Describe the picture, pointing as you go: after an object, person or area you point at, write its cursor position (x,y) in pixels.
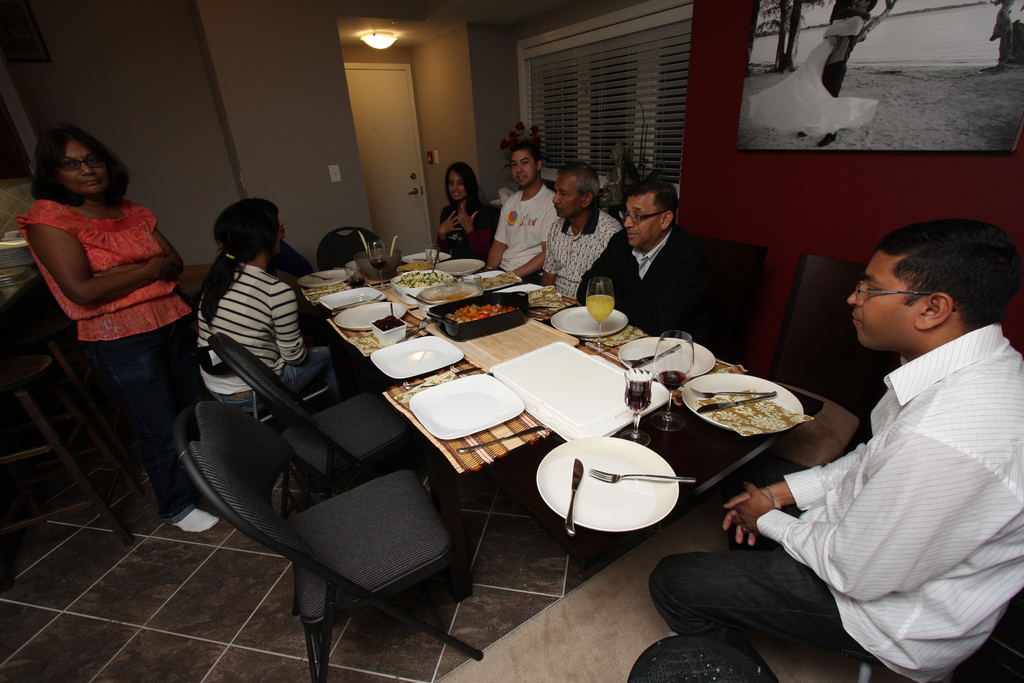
This image is taken inside a room (428,111). There are few people (274,284) in this room (411,241) sitting on the chairs (271,384). There are three women (261,289) and four men (602,253) In this image. In the left side of the image (141,225) a woman (100,285) is standing on the floor (131,504). In the right side of the image (926,497) a man (875,534) is sitting on the chair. In the middle of this image (495,358) there is a table (564,296) with many things (508,373) and food item (457,285) on it. In the bottom of the image (236,600) there is a floor (105,616). In the background (391,54) there is a wall (460,83) with window blind (622,104), window (633,106) and a picture frame (880,88) on it.
